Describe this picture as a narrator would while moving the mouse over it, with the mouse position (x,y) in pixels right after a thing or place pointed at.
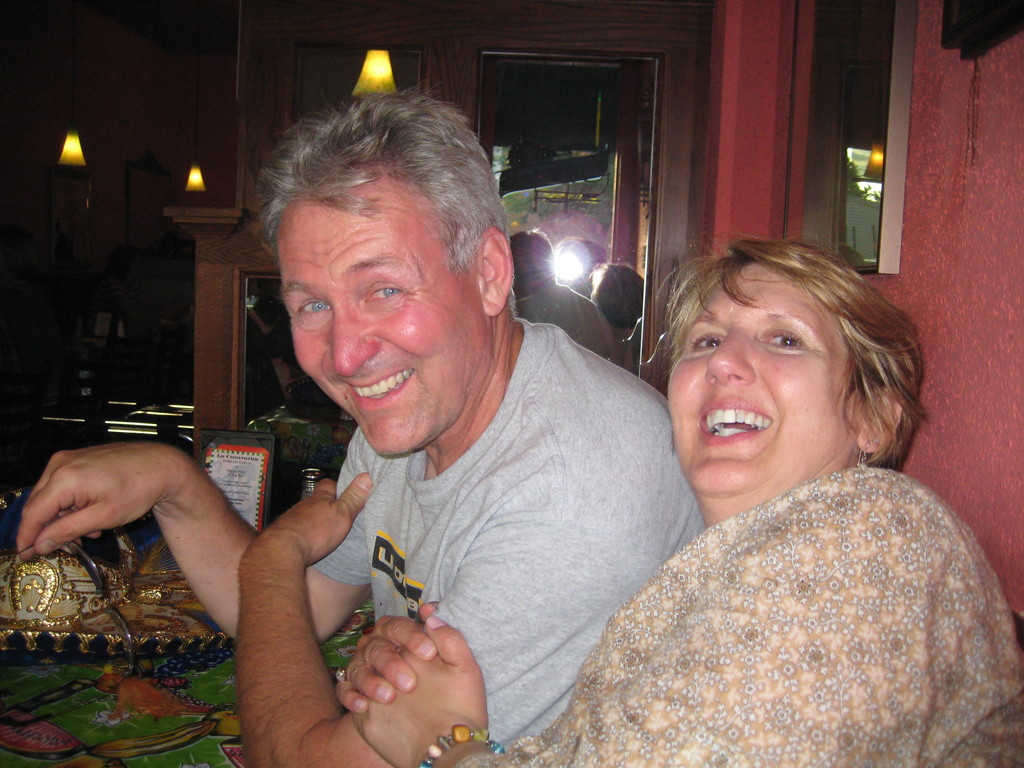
In this image I can see two persons (473,712) in front of a table (126,667) on which some objects (170,635) are placed. In the background (616,219) I can see a wall (969,342), door (610,230), window (610,230), lamps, group of people (577,274) and dark color. This image is taken may be in a room (129,57).
